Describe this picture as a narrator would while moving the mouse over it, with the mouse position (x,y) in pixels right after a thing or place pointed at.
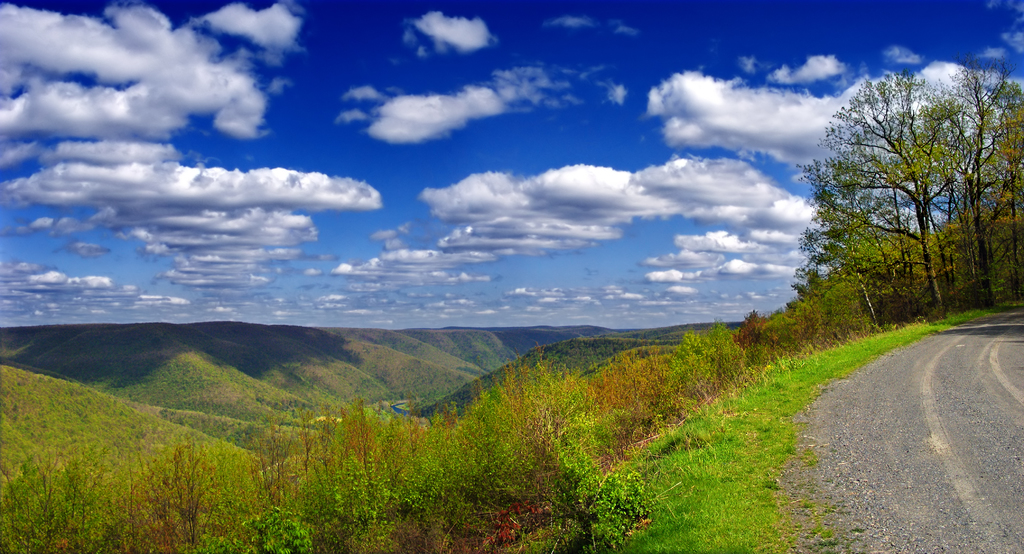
This image is clicked on the road (904,477). In the bottom right (875,492) there is a road (909,376). Beside the road (923,367) there's grass (728,461) on the ground (757,426). To the left (280,397) there are mountains (405,370). There are plants (683,370) and trees (217,408) on the mountains (654,341). At the top (381,144) there is the sky (269,215). The sky (187,186) is cloudy.
